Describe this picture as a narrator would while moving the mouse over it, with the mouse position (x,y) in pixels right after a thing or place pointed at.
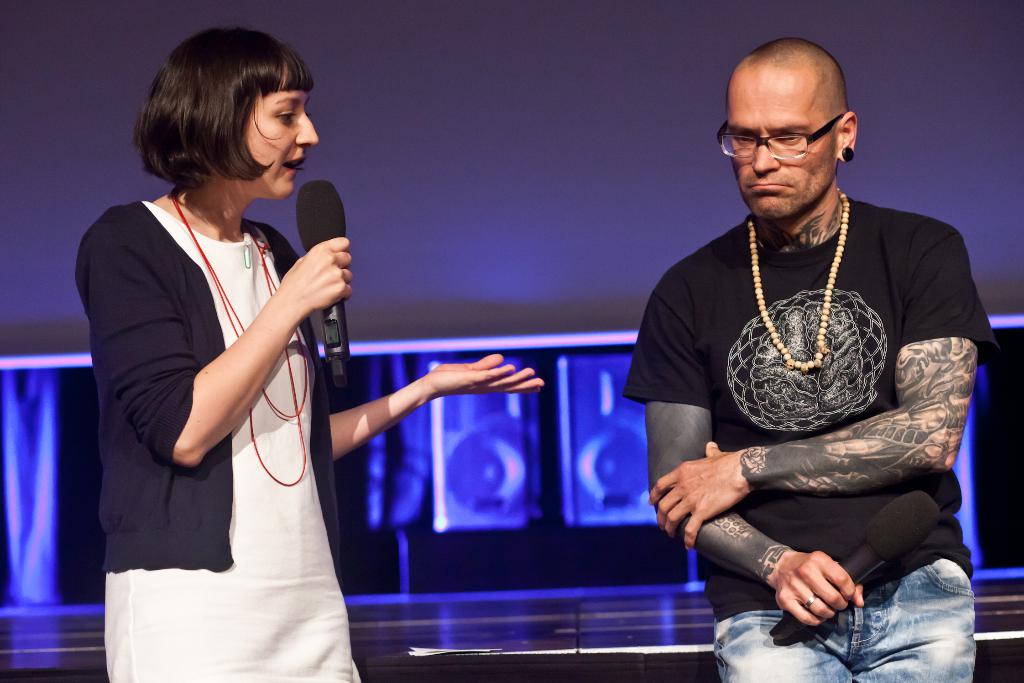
On the left side of the image (199,431) we can see a woman (182,527) holding a mic (303,238) in her hands (295,268) and speaking. On the right side of the image (728,330) we can see a man (886,499) wearing a black t shirt (829,398) with tattoos (837,463) all over body (726,467) is holding a mic (791,635) in his hands (836,604).
